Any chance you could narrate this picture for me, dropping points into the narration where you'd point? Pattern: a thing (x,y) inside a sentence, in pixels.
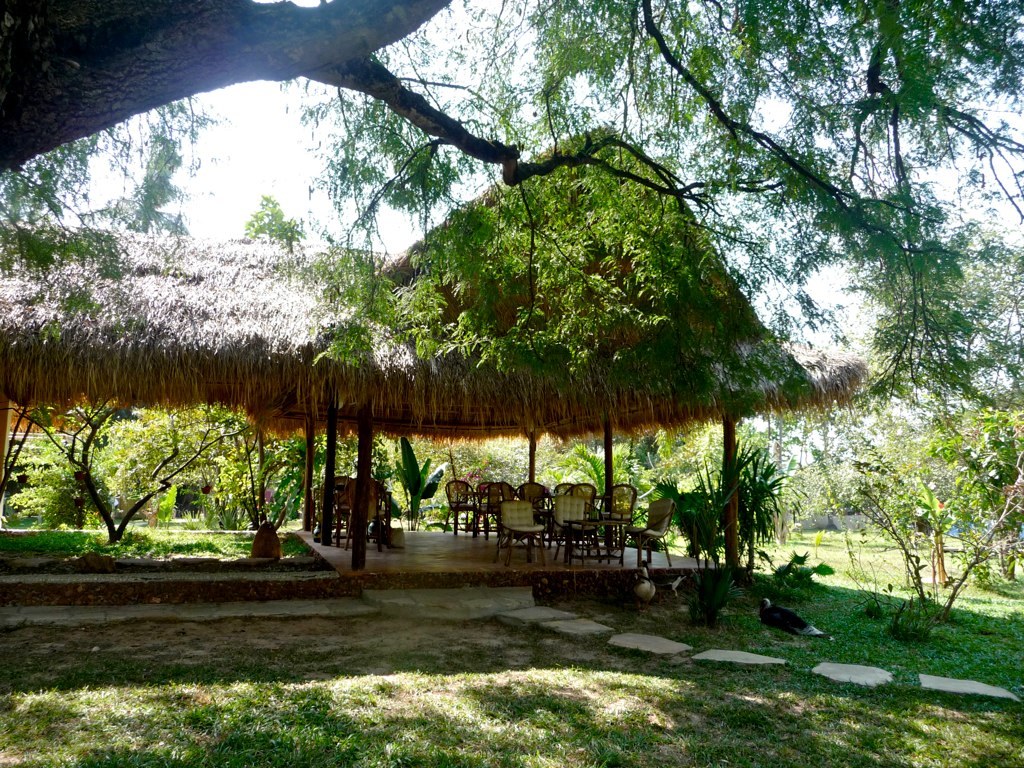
In this image I can see few chairs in cream and brown color. Background (943,391) I can see few plants (1002,544) and trees (557,192) in green color, and sky (276,142) is in white color.
